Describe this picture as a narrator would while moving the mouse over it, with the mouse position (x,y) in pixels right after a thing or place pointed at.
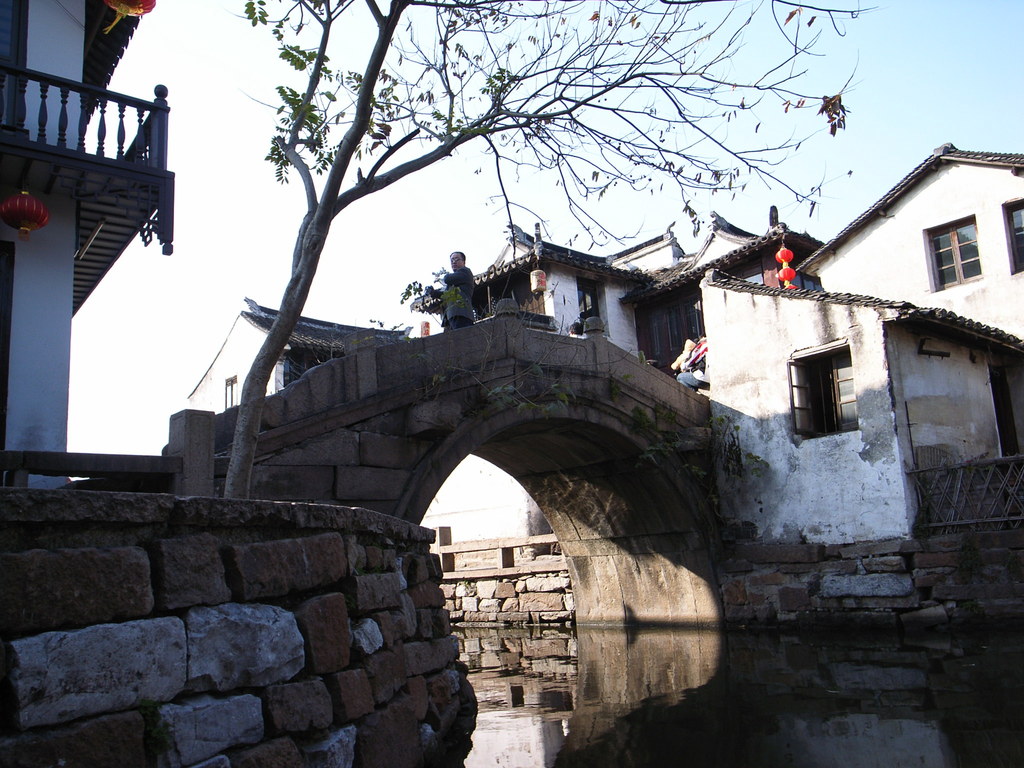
In the picture we can see two house buildings (19,159) between them, we can see water (752,722) and the tunnel bridge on it with a railing wall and on it we can see a person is standing and near the bridge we can see a tree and to the houses (56,233) we can see some windows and in the background (438,188) we can see a sky (587,145).
